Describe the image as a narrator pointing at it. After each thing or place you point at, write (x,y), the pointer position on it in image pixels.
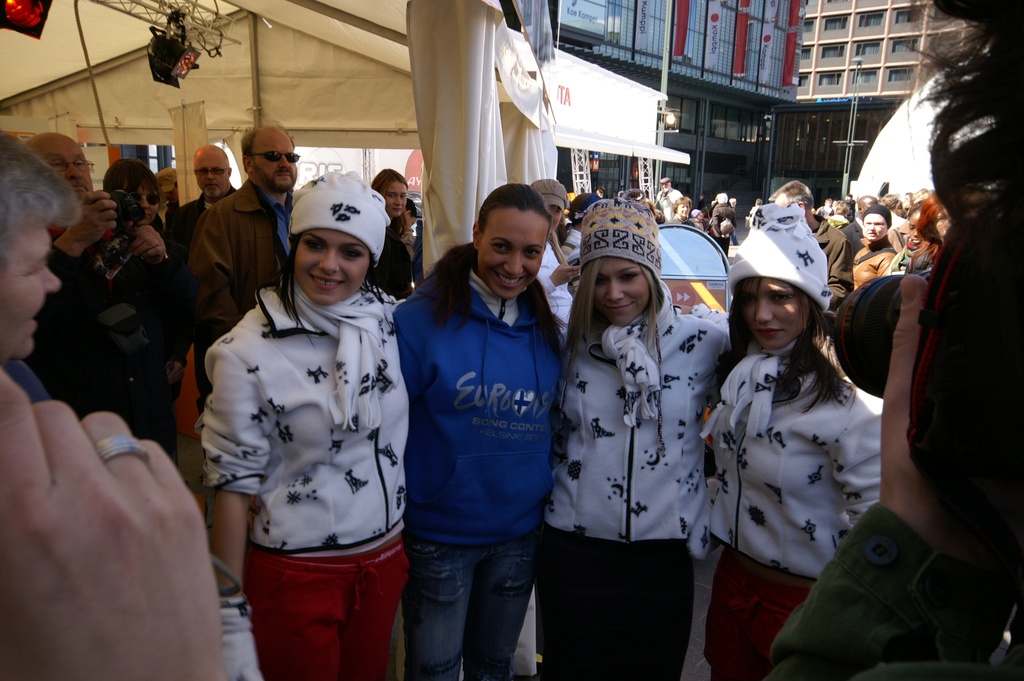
In this image I can see few people (785,238) standing and wearing different color dresses (895,551). One person (911,559) is holding a camera (935,349). Back I can see few buildings (683,61), windows (777,35), tents (469,96), poles (666,66) and lights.
